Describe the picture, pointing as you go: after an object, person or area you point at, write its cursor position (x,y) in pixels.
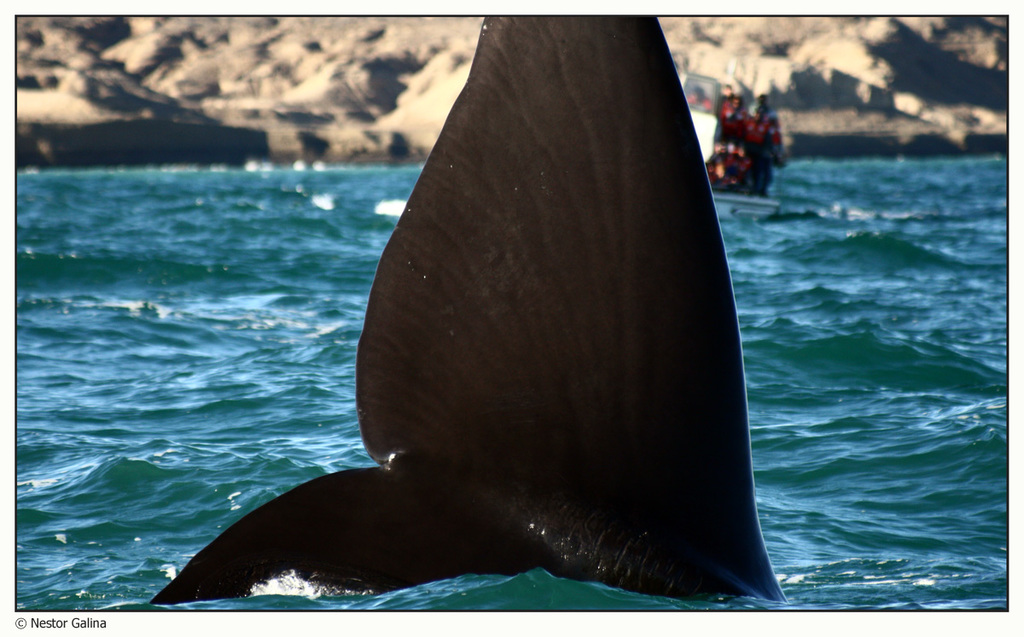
In this image in the foreground (655,131) there is a whale tail (479,378), and at the bottom (166,511) there is an ocean (789,171). In the background (749,133) there are some people (749,133) sitting on a boat (710,134) and there are mountains (876,77), and at the bottom of the image (74,623) there is text (95,621).
